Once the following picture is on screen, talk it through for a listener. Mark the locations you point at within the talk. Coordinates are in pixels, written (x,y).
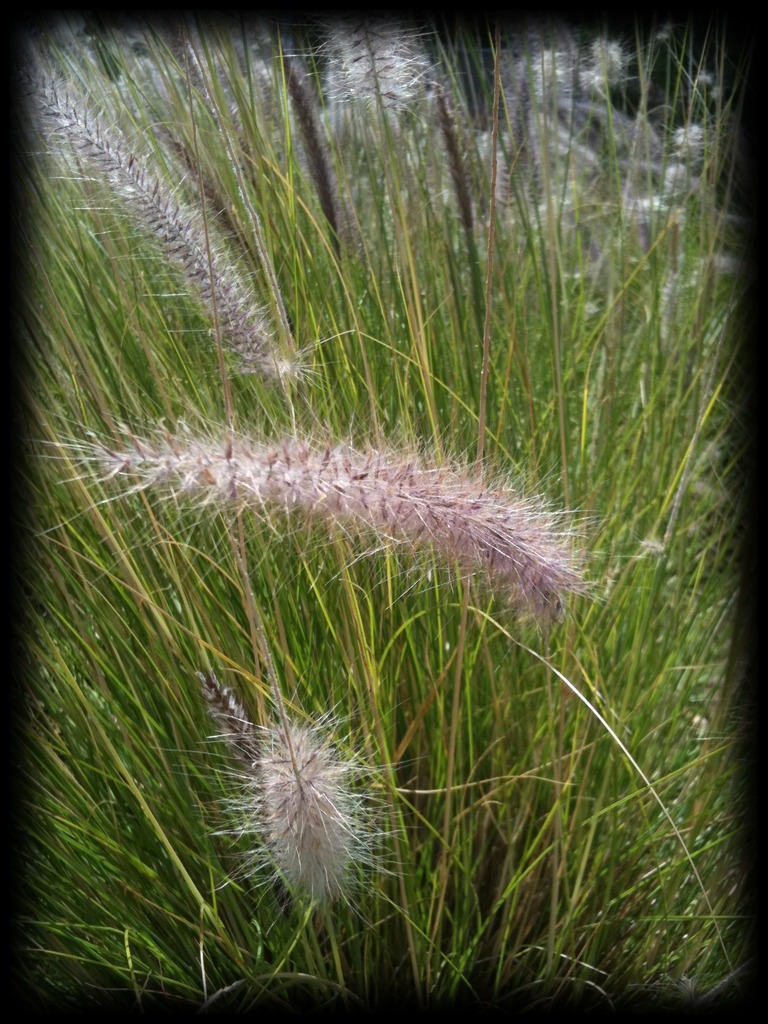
This picture is an edited picture. In this image there are white color flowers (349,491) on the plants (485,852).
